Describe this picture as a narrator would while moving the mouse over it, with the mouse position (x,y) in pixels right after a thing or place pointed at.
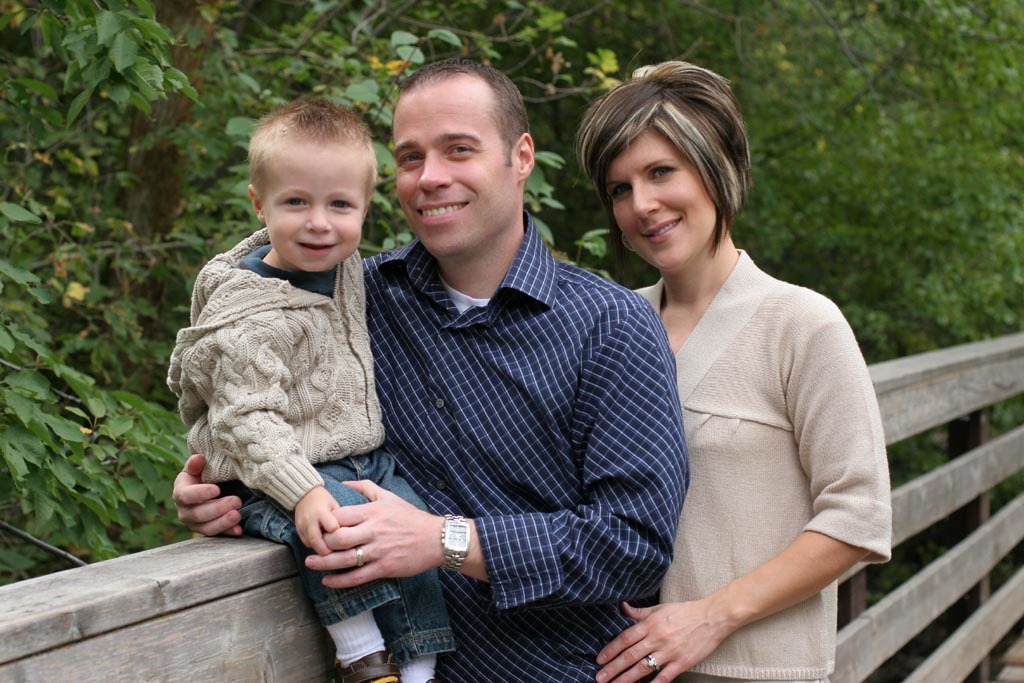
This picture consists of three persons (352,383) and I can see a woman (799,299) and man (537,325) and boy (325,334) sitting on fence (166,570) and they are smiling and in the background (920,80) there are trees (900,91) visible.
